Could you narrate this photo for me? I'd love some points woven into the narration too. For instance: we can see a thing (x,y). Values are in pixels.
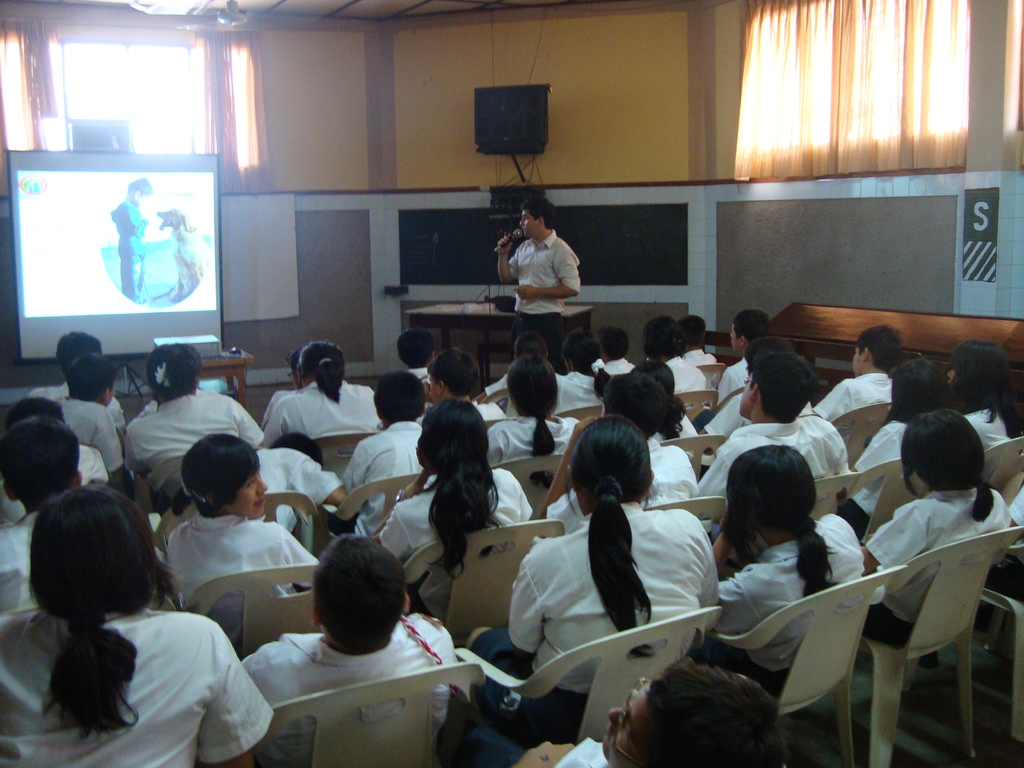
Here we can see some persons (483,510) are sitting on the chairs (818,662). There is a man (542,285) talking on the mike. This is screen (193,269). On the background (643,27) there is a wall (628,127). And this is curtain (927,125). There is a table (231,361) and this is projector (194,339).
